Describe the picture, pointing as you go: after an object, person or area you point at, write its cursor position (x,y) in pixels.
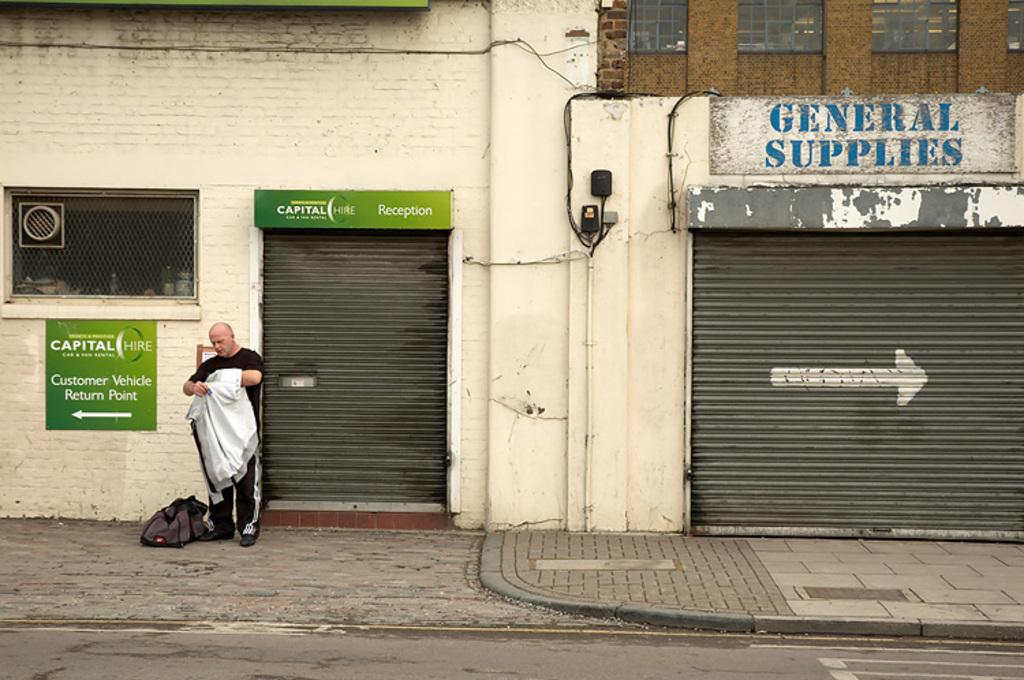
In this picture I can see a man (201,380) standing and holding an item (214,496), there is a bag (193,506), there are boards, shutters (418,265), these are looking like buildings (619,326), and there is road (307,648).
